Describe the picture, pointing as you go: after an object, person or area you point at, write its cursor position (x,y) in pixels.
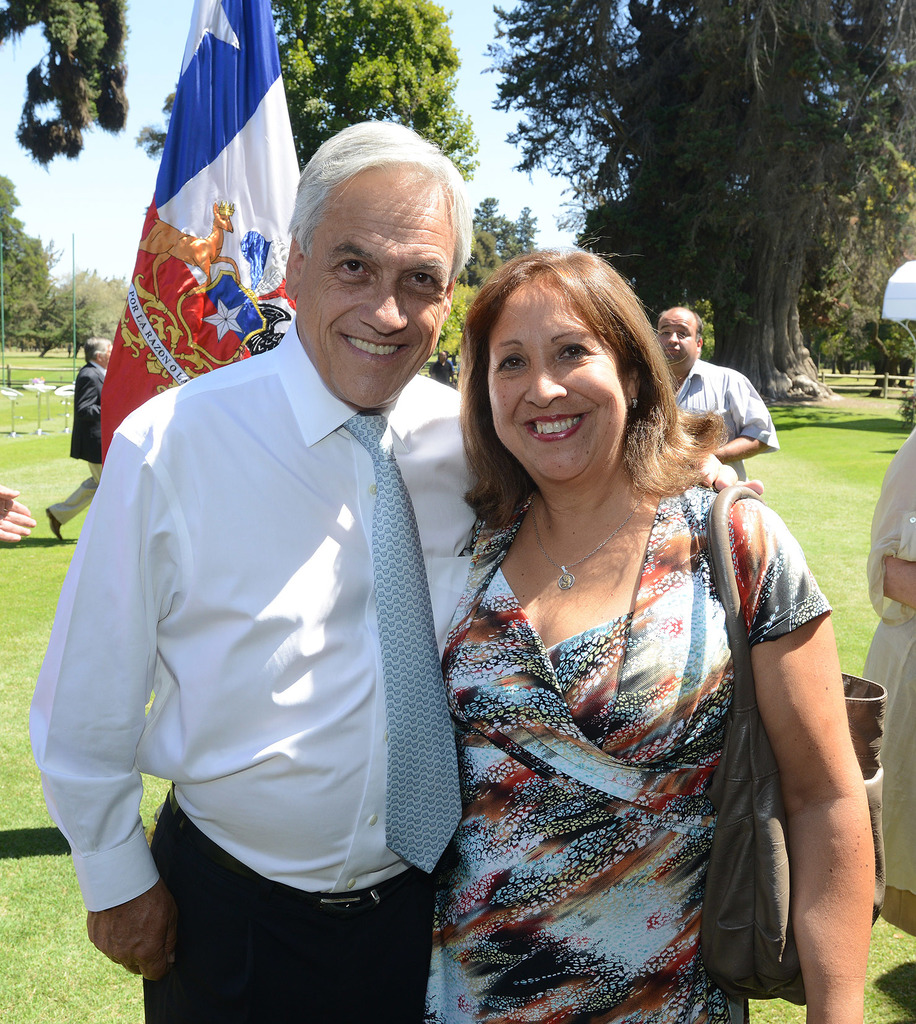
In this picture we can see a man (335,614) and a woman (638,624) standing and smiling in the front (427,587), a woman (647,730) on the right side (757,763) is carrying a bag (785,842), in the background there are some people (91,360) walking, we can see a flag (219,302) on the left side (233,303), at the bottom (64,993) there is grass (61,989), we can see trees (31,101) in the background (697,174), there is the sky (143,62) at the top of the picture (165,56).
